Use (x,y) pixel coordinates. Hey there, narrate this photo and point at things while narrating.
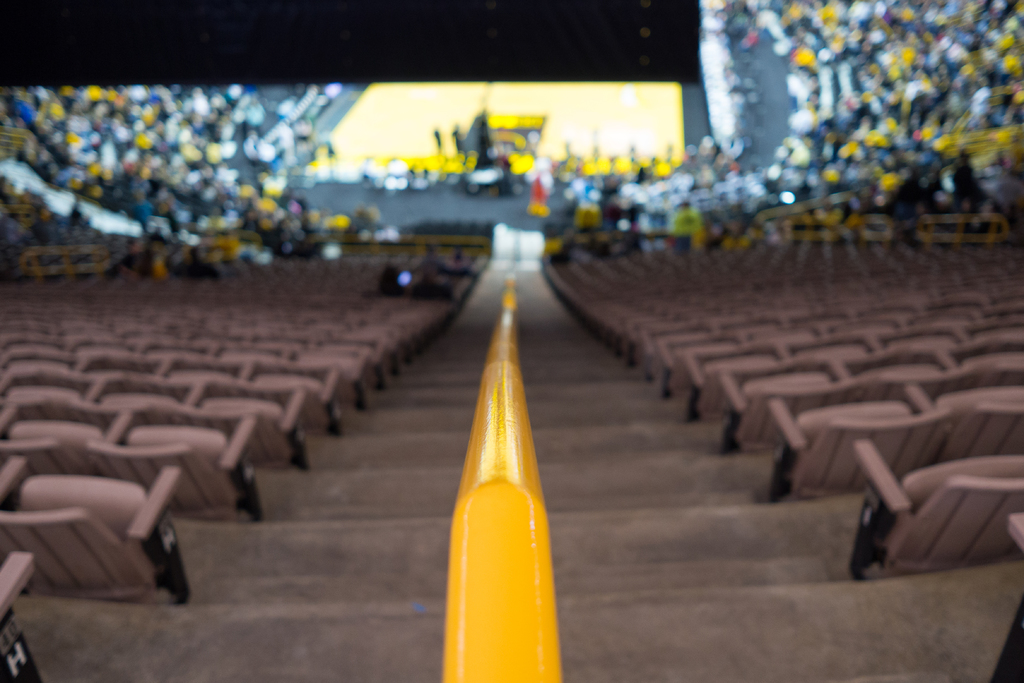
This image is a picture of a stadium (372,397) as we can see there are some chairs (190,368) at left side of this image (339,375) and right side of this image (780,441) as well, and there are some audience (172,213) sitting at top of this image (252,214) and there is a ground (536,109) in top middle of this image (440,188).
